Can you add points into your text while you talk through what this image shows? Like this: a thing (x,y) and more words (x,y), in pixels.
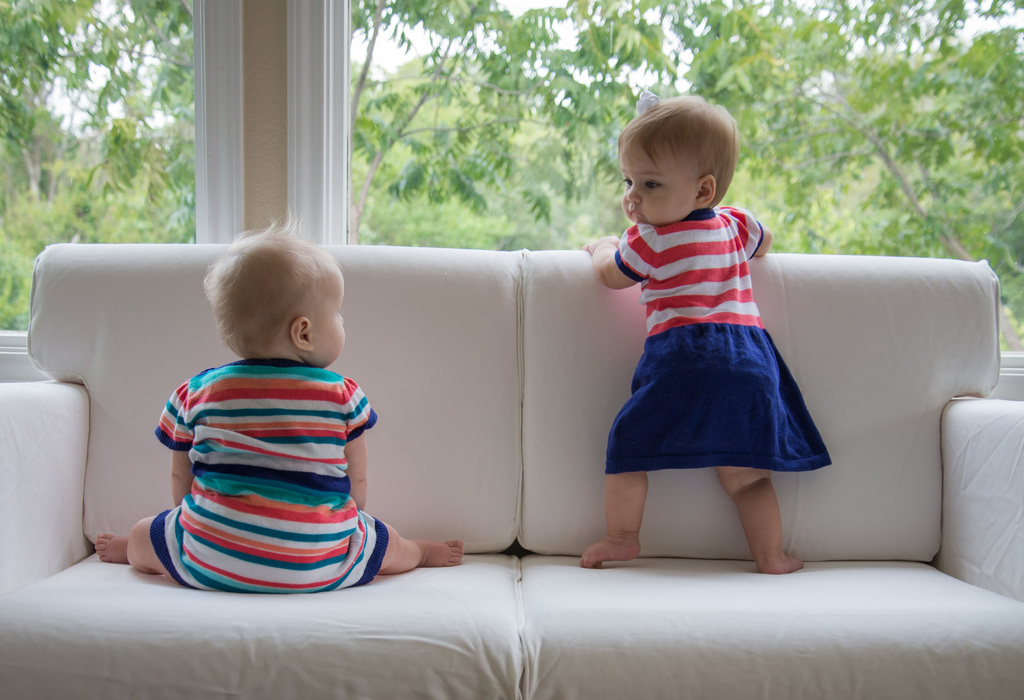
In this image, we can see 2 babies (375,559) are on the couch (565,602). One baby (744,481) is stand and another baby (327,508) is sat on the couch (269,599). We can see white color couch (885,526) in the image. At the background (249,163), we can see a pillar (270,147), some trees (551,111). The right side baby (642,114) on his head (648,115), we can see a white color clip (646,100) and blue color on her dress (741,395).
